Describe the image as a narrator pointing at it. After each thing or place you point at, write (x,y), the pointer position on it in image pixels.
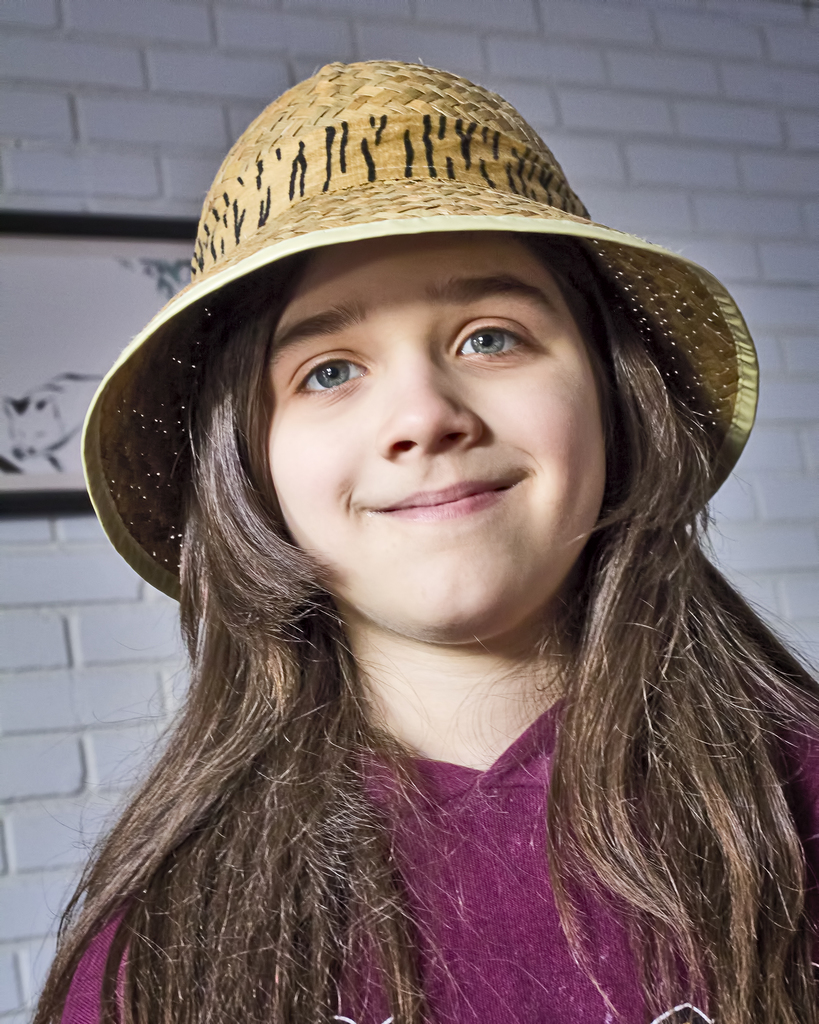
In this picture I can see a girl (575,674), she is wearing a hat (176,484). In the background (51,493) there is a photo frame (22,495) on the wall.
